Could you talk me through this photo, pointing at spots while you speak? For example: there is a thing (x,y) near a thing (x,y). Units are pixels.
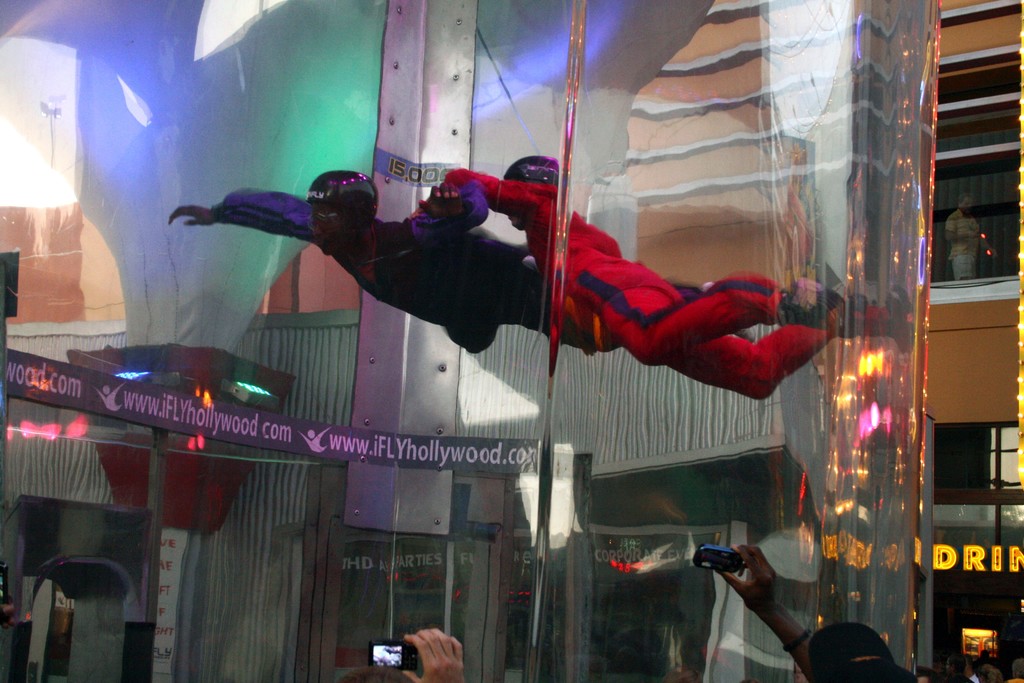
In this picture we can see a few people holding objects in their hands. We can see two people (528,266) flying in a transparent object (160,238). There is some text (233,424) and a few things (304,433) on the boards (483,443). We can some people (960,672), lights (1020,474) and other objects (426,565).
